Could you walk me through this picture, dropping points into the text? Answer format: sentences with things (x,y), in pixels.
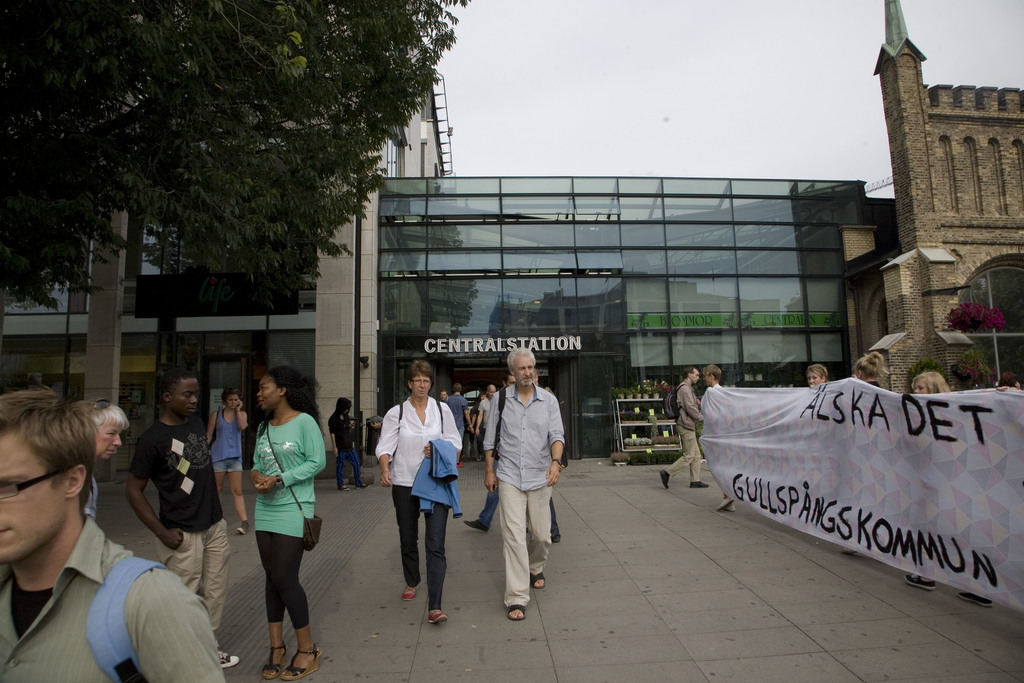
In the image I can see a place (806,571) where we have some people (186,637), among them some are holding the banner (1023,535) on which there is something written and to the side there are some buildings (580,231) and trees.
